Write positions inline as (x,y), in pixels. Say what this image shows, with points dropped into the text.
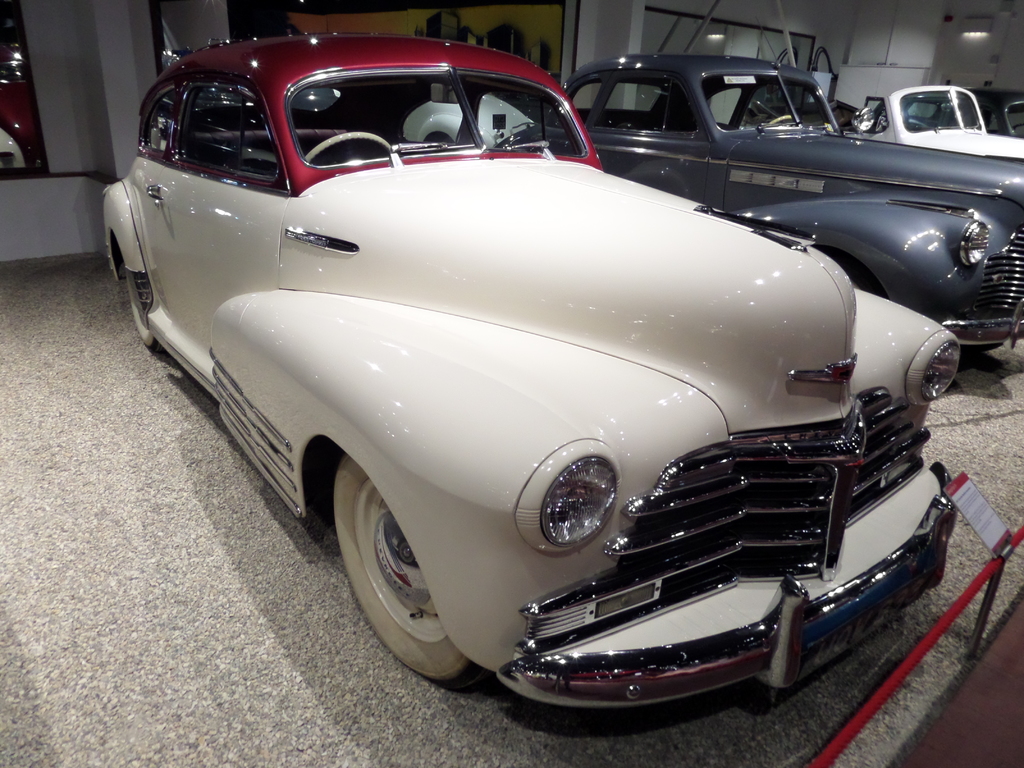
In this picture there are vehicles (681,213). At the back (327,13) there is a board (312,15) and there is a light (965,33) on the wall (791,11) and there might be a cupboard (878,60). At the bottom (242,639) there is a floor (337,652). At the bottom right (869,724) there is a railing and there is a board (985,531) on the rope (1014,538).
